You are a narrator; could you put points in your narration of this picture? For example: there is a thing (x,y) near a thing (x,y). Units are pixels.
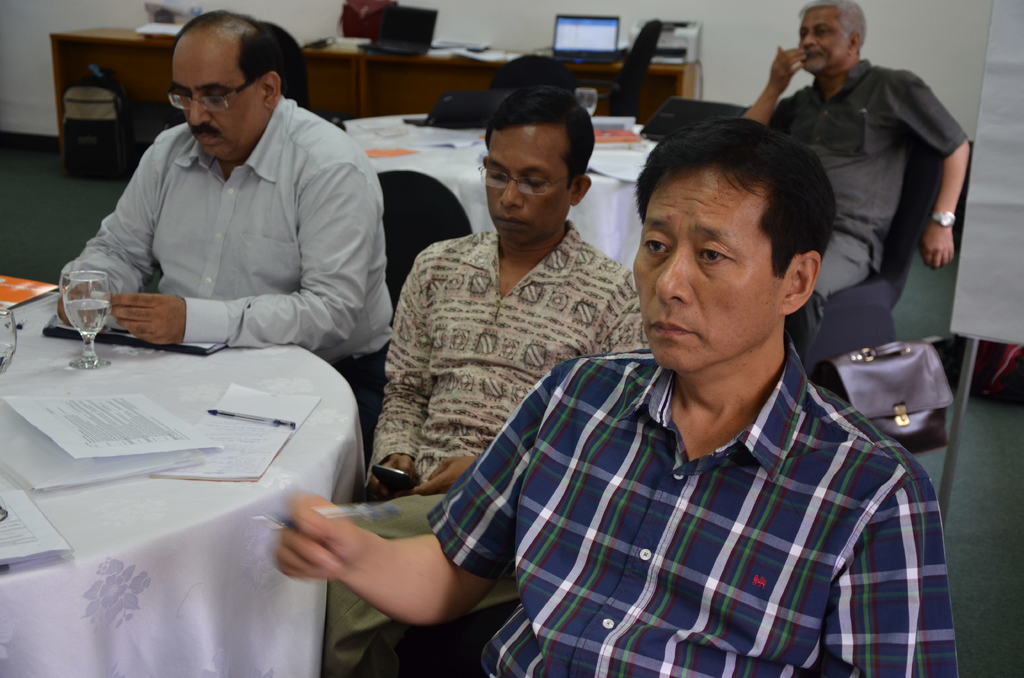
In this picture we can see four men (815,61) sitting on chair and in front of them there is table (104,385) and on table (202,500) we can see papers (149,420), pen (251,421), glass (101,298) with water (101,298) in it and beside to them there is bag (828,380) and in background (595,35) we can see screen (557,48), wall (771,22).
